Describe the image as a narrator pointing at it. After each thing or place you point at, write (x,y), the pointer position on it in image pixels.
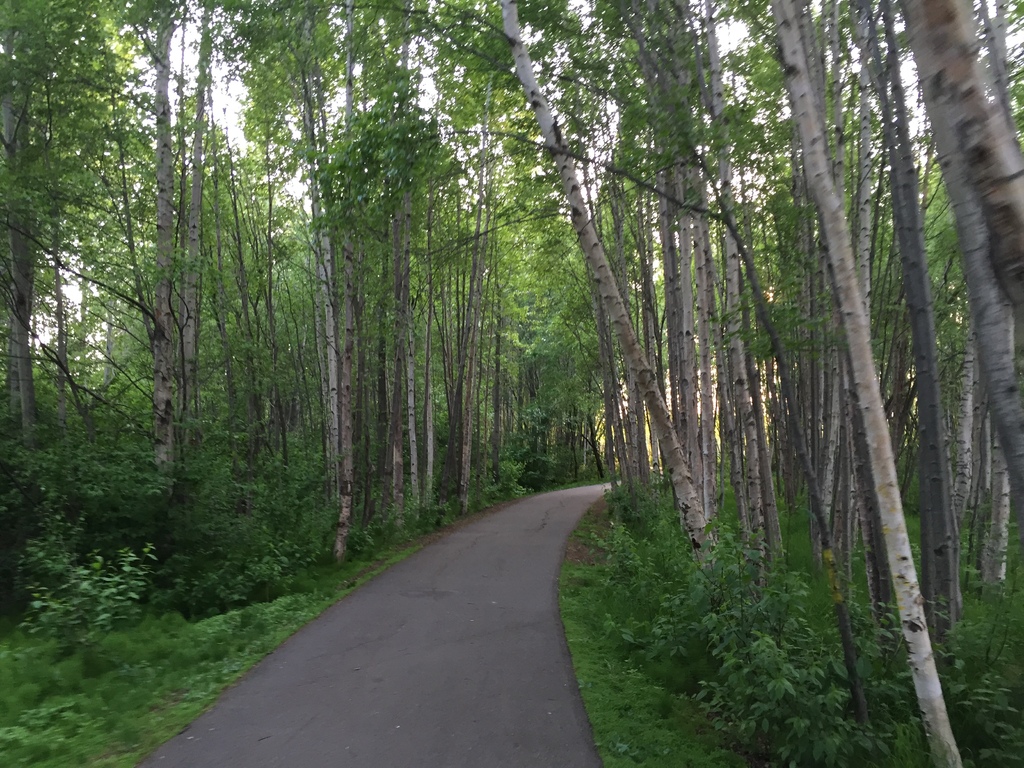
In the center of the image (550,501) there is a road (514,507). To the both sides of the image there are trees (1014,266). At the bottom of the image (626,708) there is grass (636,719).
